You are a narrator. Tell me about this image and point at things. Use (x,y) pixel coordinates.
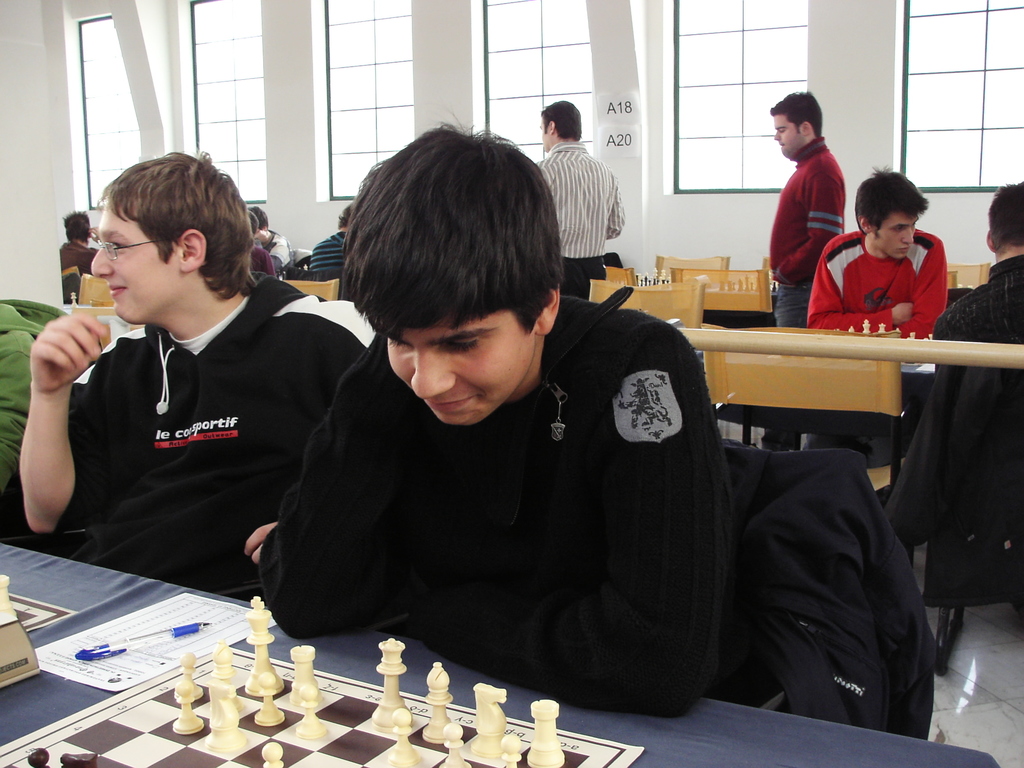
In this image we can see few people (572,357) sitting on the chairs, there is a chess board (247,716) with coins (439,714), a paper (153,670) and a pen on the table (543,697), there are windows (706,106) and posters (622,116) to the wall (629,195) in the background (618,137).
